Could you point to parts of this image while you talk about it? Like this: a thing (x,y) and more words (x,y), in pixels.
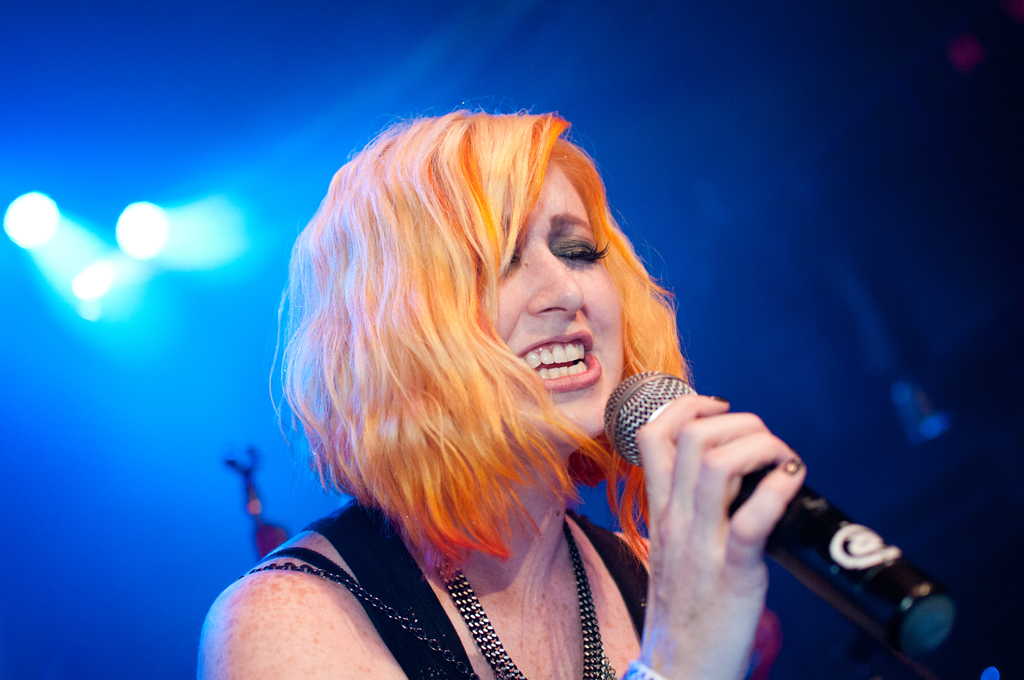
In this image there is one woman (505,474) is holding a Mic (903,630) as we can see in the bottom of this image (387,526).
